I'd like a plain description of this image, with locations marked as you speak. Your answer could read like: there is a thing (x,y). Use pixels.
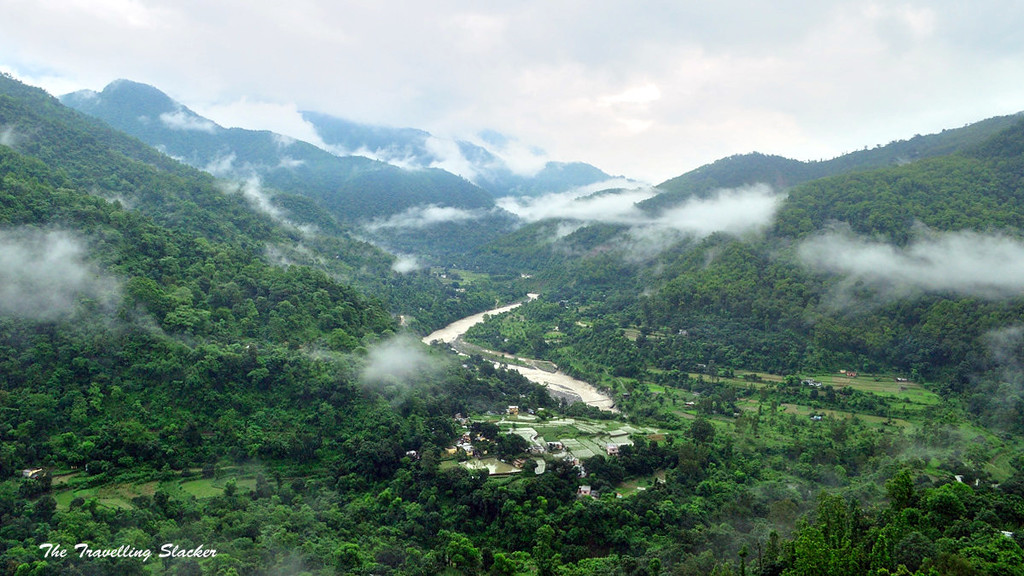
In this image I can see trees (819,323), grass (930,468), water (498,469), houses (589,489), cloudy sky (812,138) and mountains (355,122). At the bottom left side of the image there is a watermark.
